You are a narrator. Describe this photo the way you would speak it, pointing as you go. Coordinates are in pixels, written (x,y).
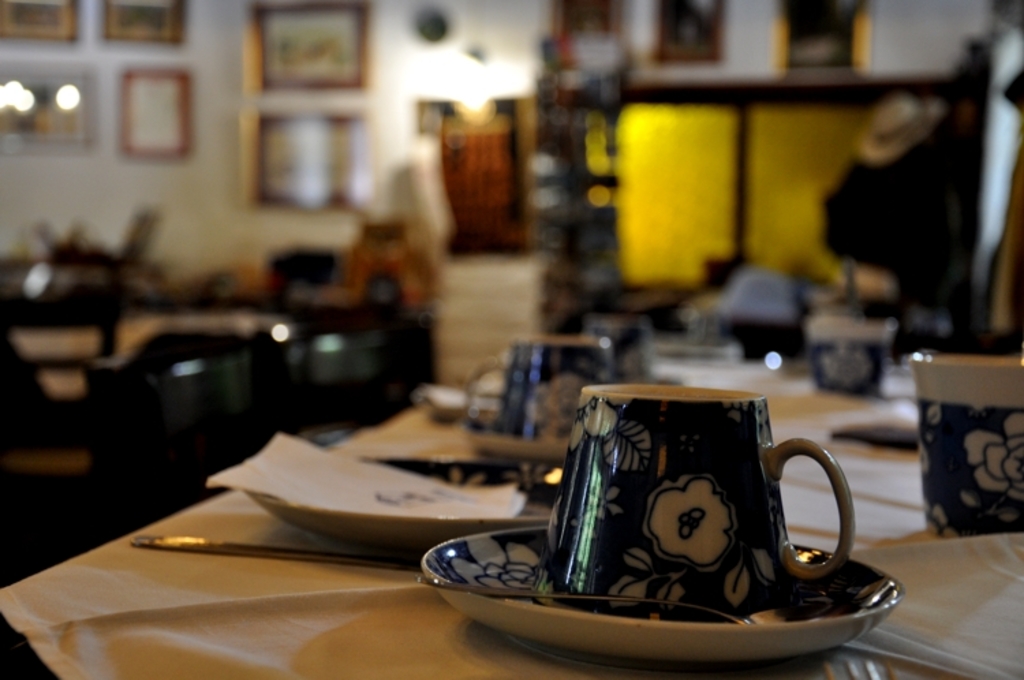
This picture shows there is a table (385,432) on which some tissues (421,506), plates (387,528), cups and saucers (561,631) were placed. In the background (307,42) there are some photographs (314,53) attached to the wall (189,210).
